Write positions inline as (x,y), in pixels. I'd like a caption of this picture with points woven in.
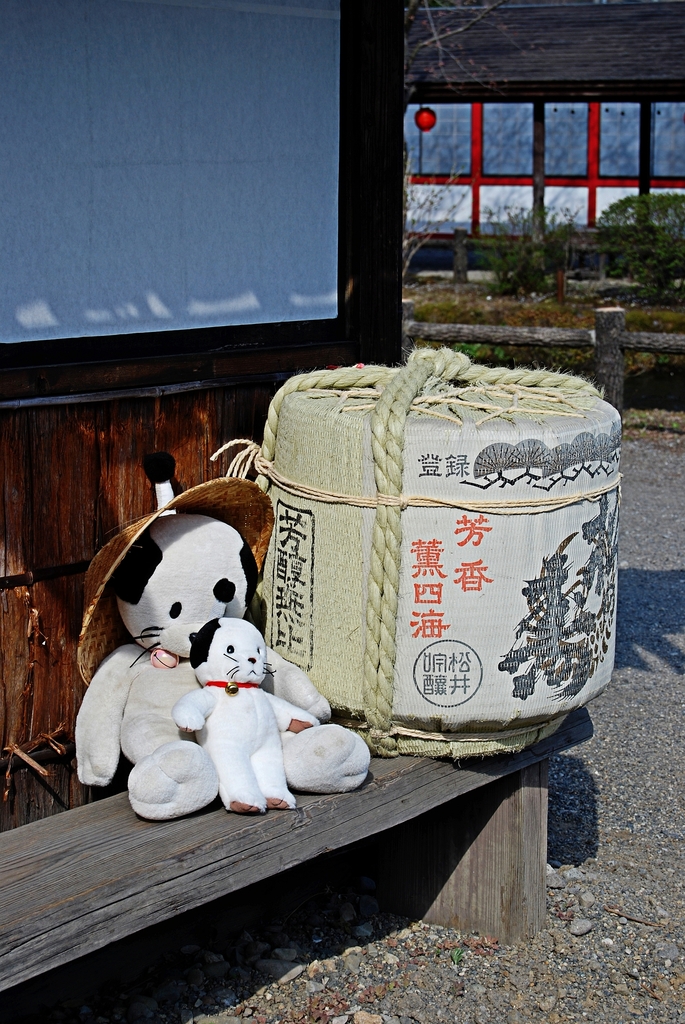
In the picture I can see soft toys (160,786) and some other objects (299,618) on a wooden bench (56,873). In the background (276,228) I can see plants (504,311) and some other things (606,323).
